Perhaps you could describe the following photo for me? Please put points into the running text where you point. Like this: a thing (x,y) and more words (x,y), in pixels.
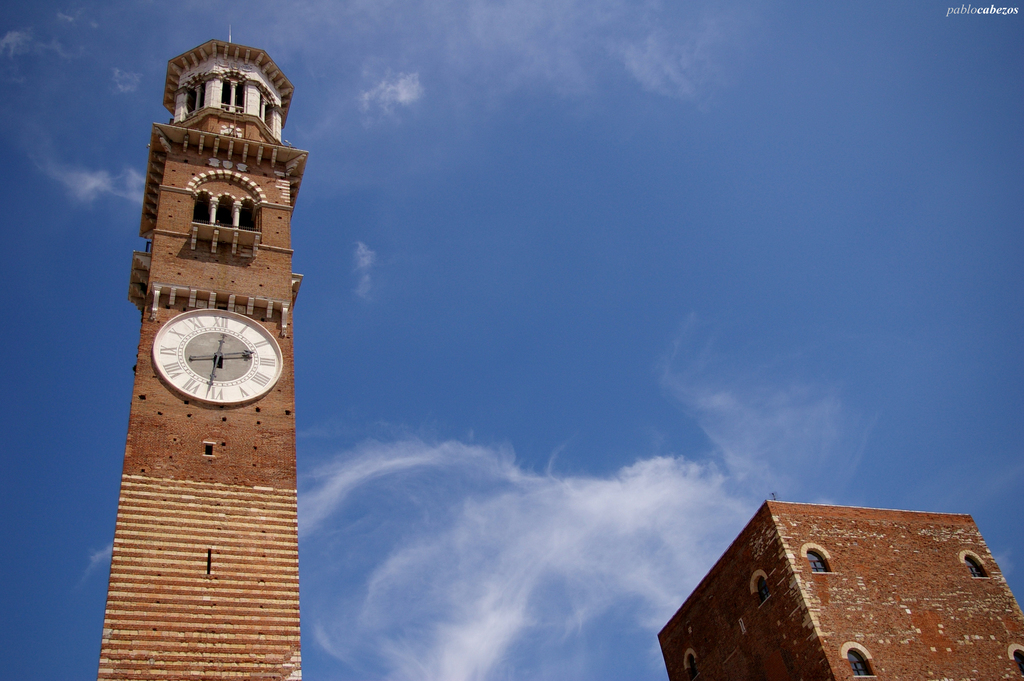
In this image there is a clock tower (162,450), in the middle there is a clock (176,370), on the right side (821,654) there is a building (972,581), in the background (796,331) there is a blue sky (561,287), in the top right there is a text (1005,8).
